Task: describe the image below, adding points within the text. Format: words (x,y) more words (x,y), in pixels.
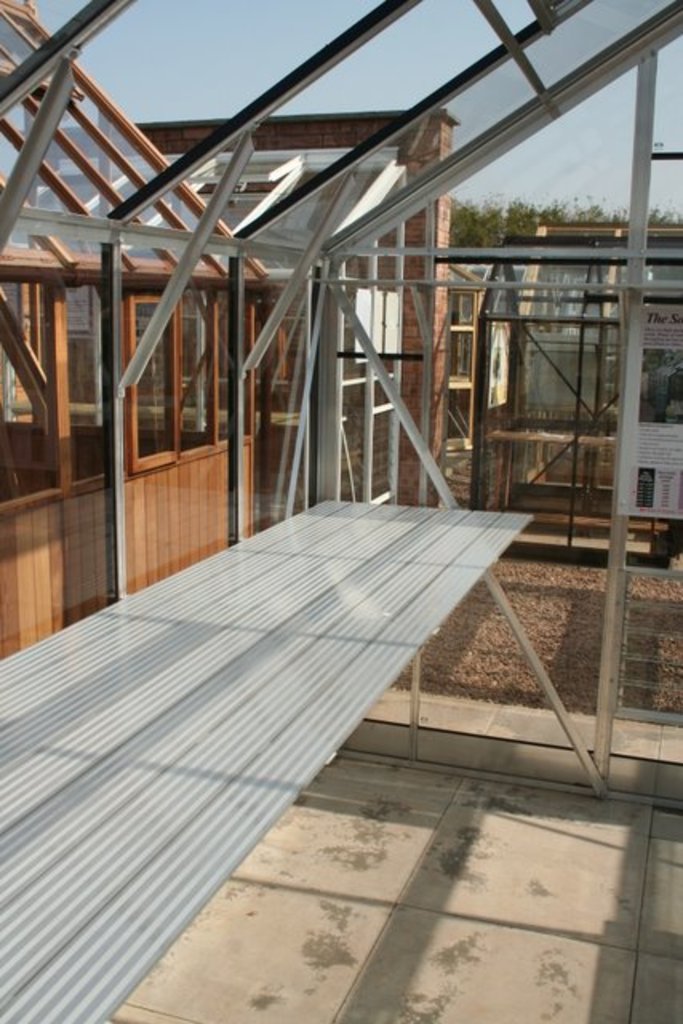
In this picture we can see roof sheets (152,879), floor (330,822), windows (184,361), rods (426,396), trees (478,226) and in the background (384,60) we can see sky (142,70).
